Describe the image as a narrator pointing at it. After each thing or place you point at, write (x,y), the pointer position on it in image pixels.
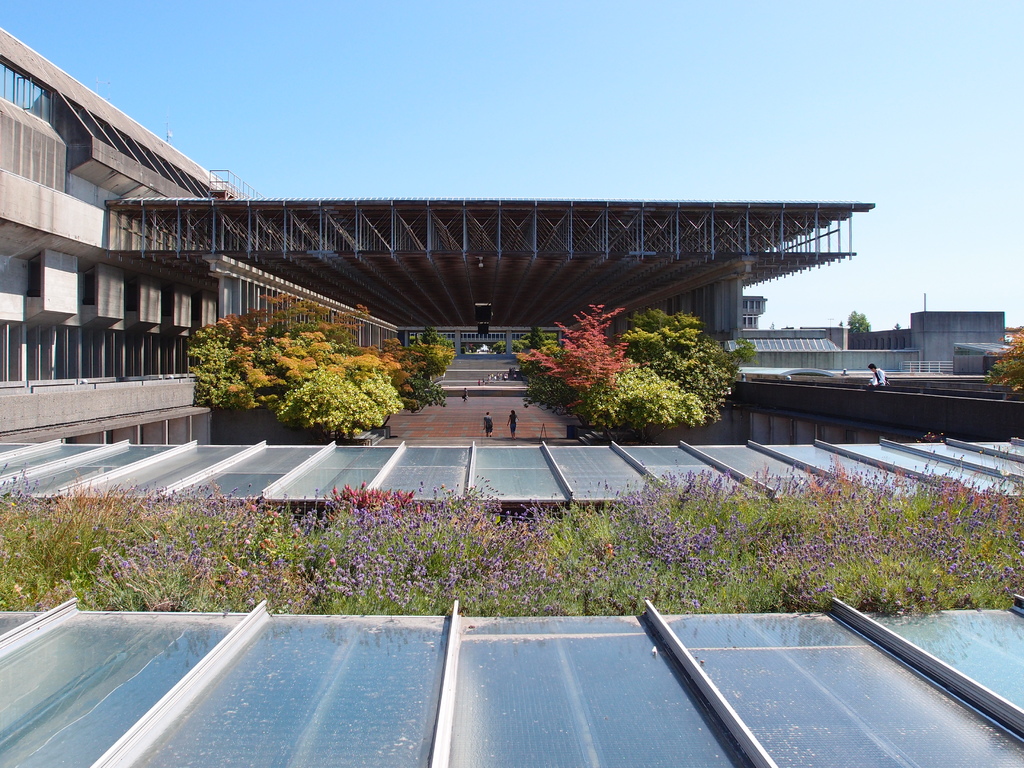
In this image we can see the buildings (972,320), trees (713,370), grass (692,500), path (468,418) and also the roof (601,210) with the rods (551,232) for shelter (563,294). We can also see the persons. At the top (522,87) we can see the sky (812,59).
